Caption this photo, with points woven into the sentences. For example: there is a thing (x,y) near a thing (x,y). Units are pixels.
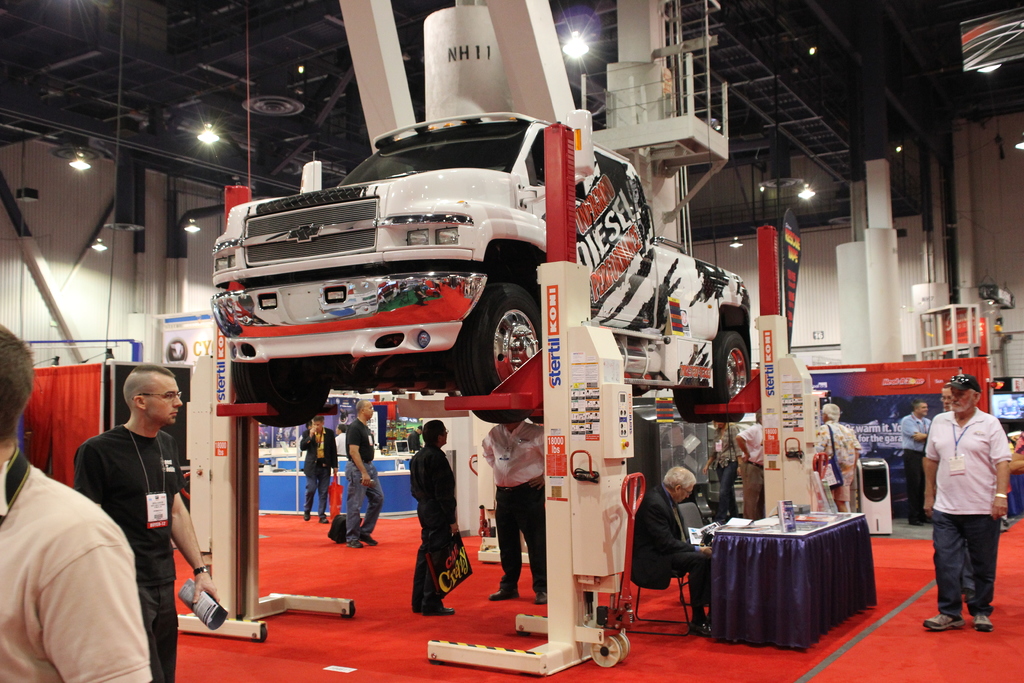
In this image I can see the vehicle (489,298) which is in white, black and red color. To the side of the vehicle (443,258) I can see few people (177,538) with different color dresses (451,515). To the right (767,577) I can see the table (774,564) and some objects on it. To the left (47,412) I can see the curtain (29,418). In the background (279,430) can see many boards (295,433) and objects (280,440). I can see some lights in the top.
